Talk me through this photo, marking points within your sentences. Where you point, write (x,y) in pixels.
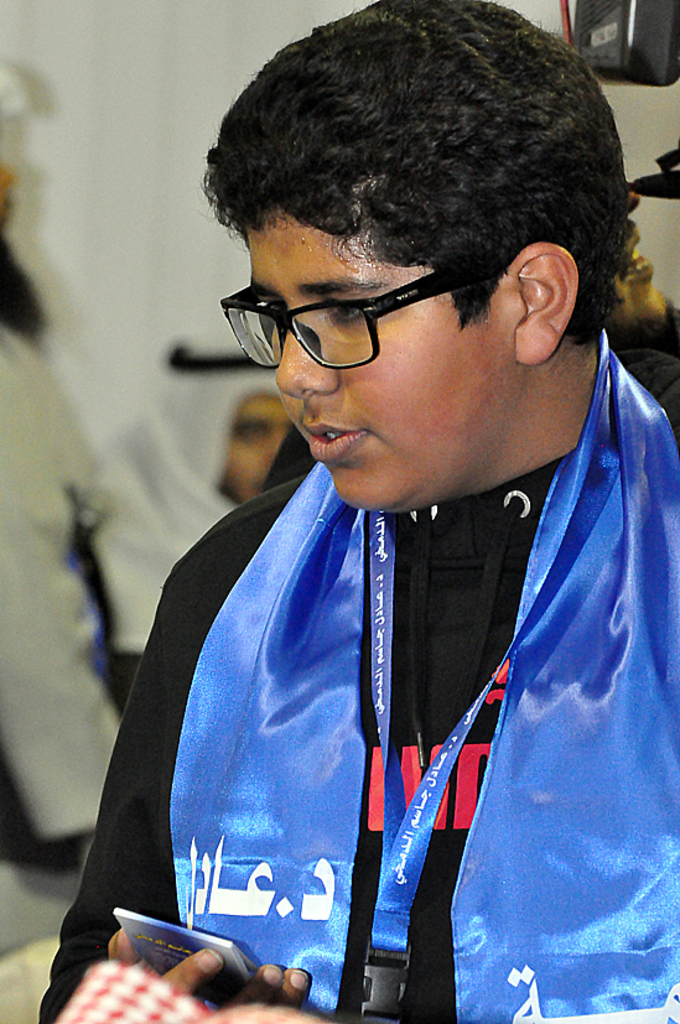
In this image we can see there is a boy (414,661) wearing black T-shirt (403,679) and holding an object (140,928).
